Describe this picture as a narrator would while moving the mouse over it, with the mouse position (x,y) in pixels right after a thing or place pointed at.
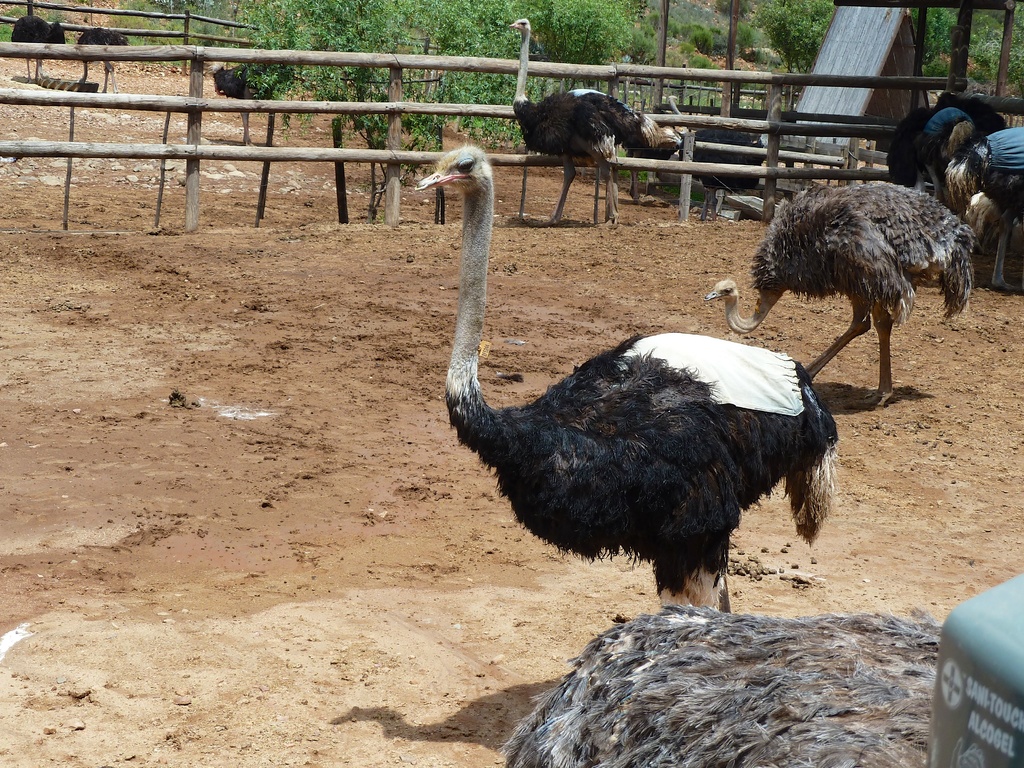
In this picture there are ostriches (644,405) on the right side of the image (751,477) and there is a wooden boundary (62,59) at the top side of the image (134,104), there are trees (465,86) and other ostriches (51,38) at the top side of the image (417,94).
